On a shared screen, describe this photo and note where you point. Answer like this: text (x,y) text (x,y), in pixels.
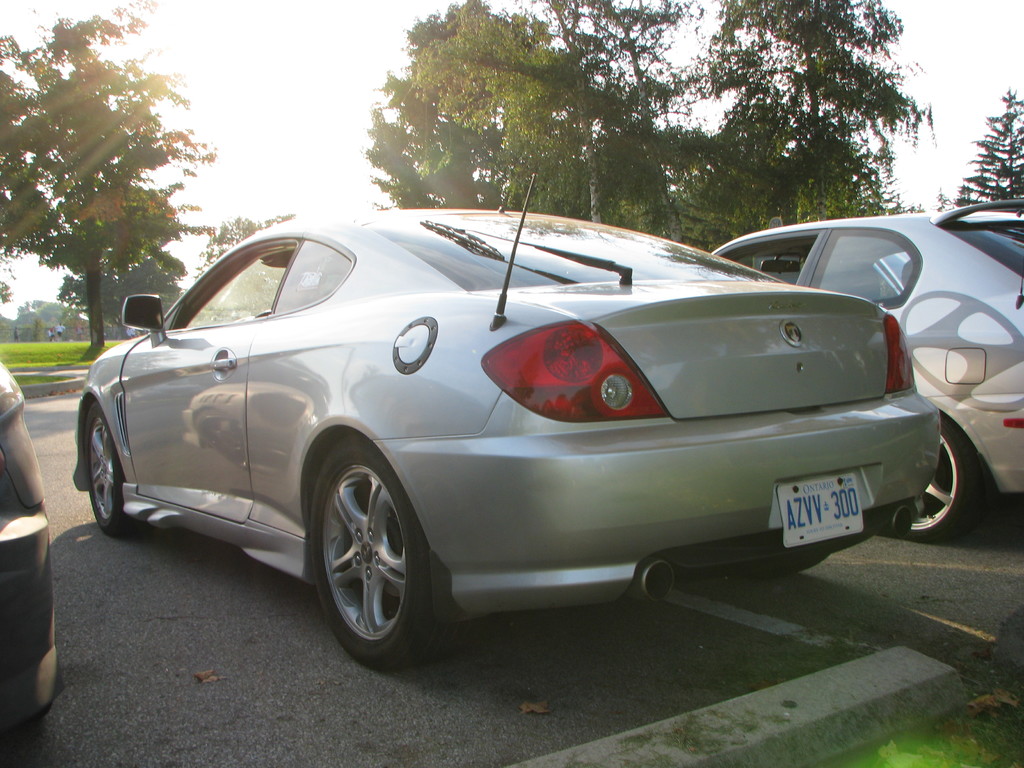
In the picture I can see few cars (638,403) parked and there are few trees (22,318), persons (63,330) and greenery ground (3,356) in the background (120,253).
